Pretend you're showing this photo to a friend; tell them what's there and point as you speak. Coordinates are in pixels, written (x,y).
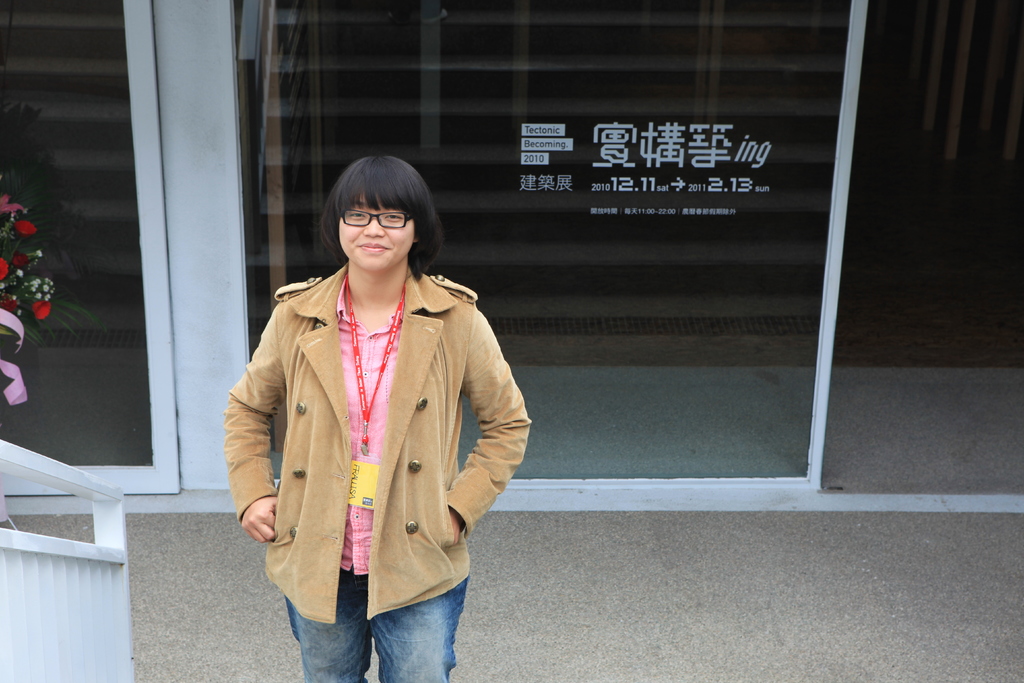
This image consists of a woman (414,522) wearing a brown coat (417,581) and blue jeans (311,636). At the bottom (612,630), there is a floor (234,642). On the left (62,588), there is a hand railing (52,568). In the background (335,62), we can see glass doors (518,255). On the left (19,221), we can see the red roses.
